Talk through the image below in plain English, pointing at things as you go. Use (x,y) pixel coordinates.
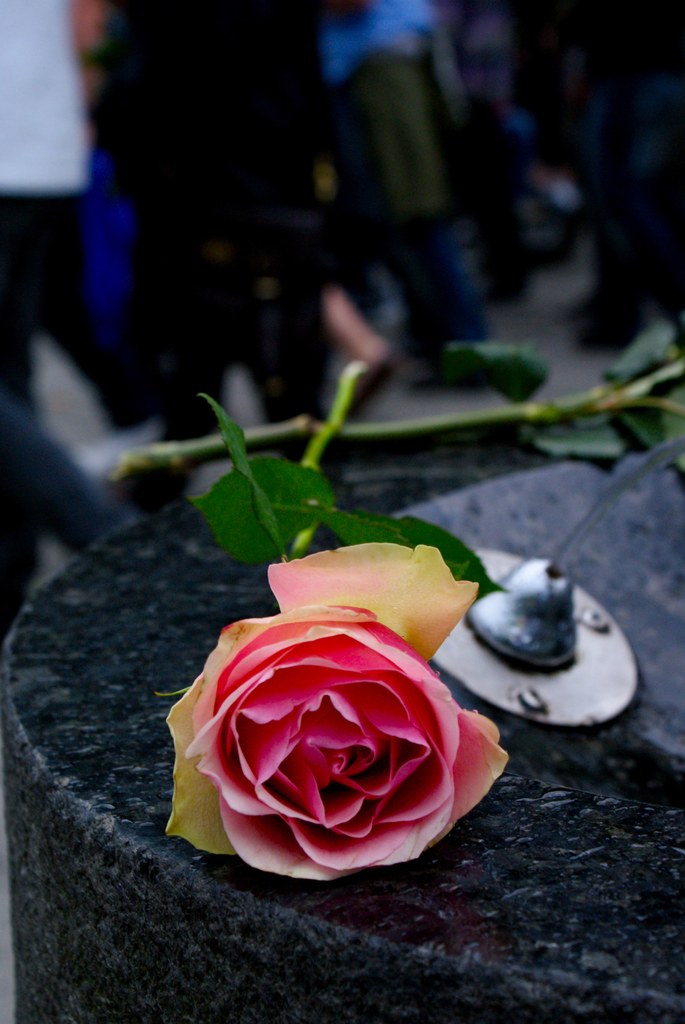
In this image we can see two roses (453,739) on the stone wall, there we can see a metal object (557,632) and few people (503,233).
